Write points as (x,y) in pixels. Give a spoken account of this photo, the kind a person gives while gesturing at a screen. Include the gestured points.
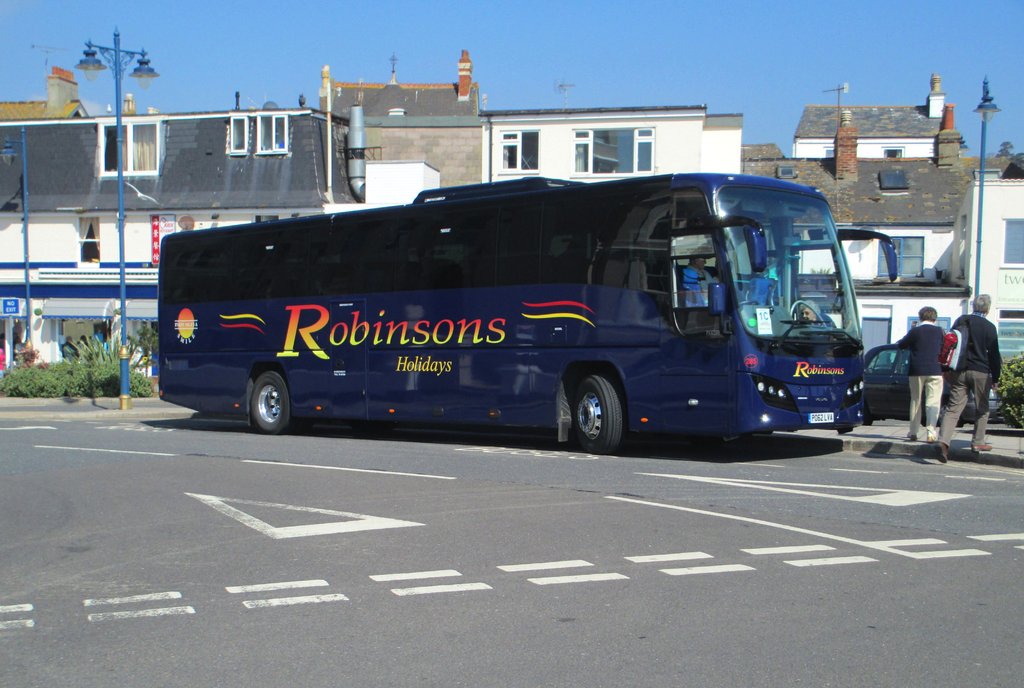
In this image I can see a bus (510,329) on the road (439,566). On the right side (962,384), I can see two persons (970,353). In the background (501,168), I can see the houses (482,158) and the sky (556,37).
